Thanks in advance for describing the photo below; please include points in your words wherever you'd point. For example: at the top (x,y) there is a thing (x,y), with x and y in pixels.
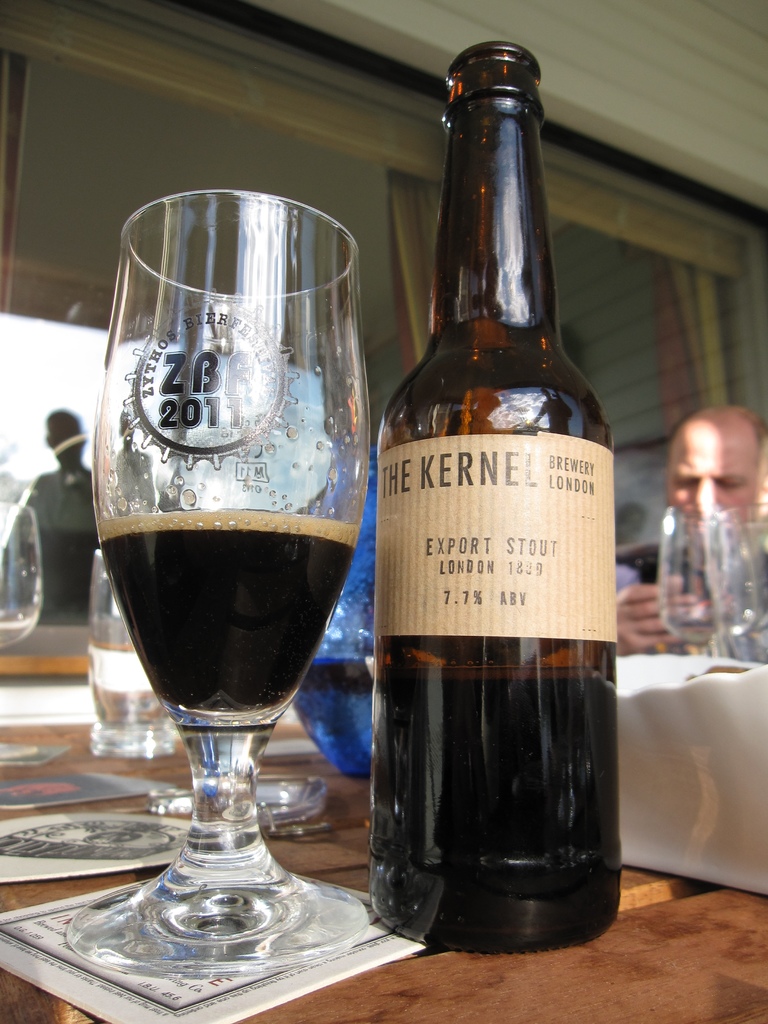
It's a beer glass (211,226) and beer bottle (475,534) and in the right side (641,621) there is a man (628,628) sitting on the chair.
